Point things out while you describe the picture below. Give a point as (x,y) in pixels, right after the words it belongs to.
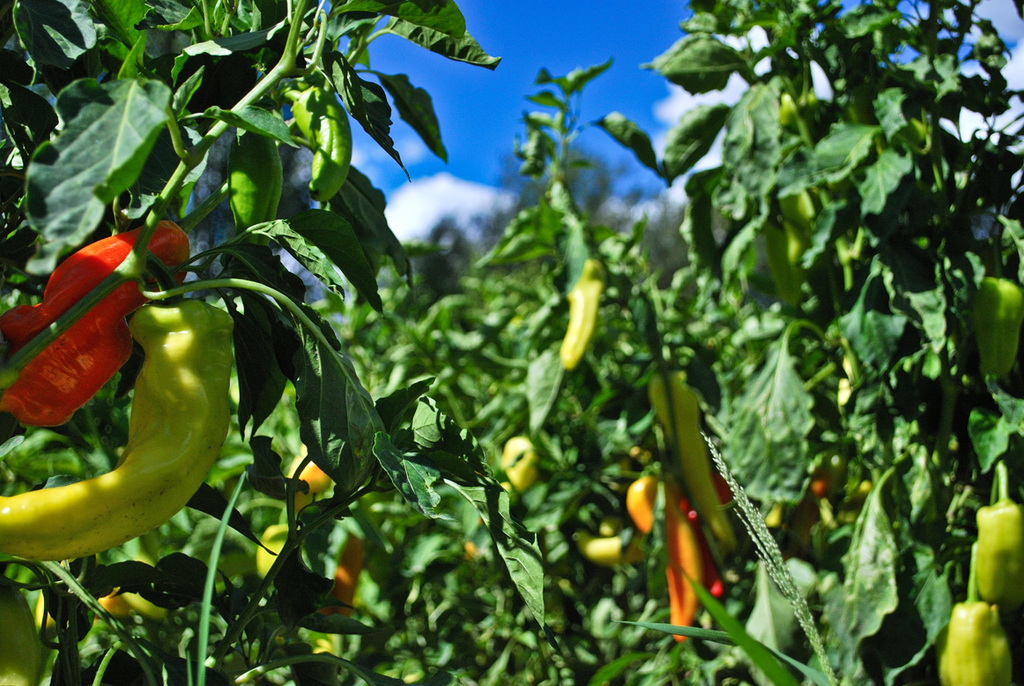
In this picture we can see chilli plants (499,293) and in the background (584,45) we can see the sky (612,143) with clouds (679,101).
